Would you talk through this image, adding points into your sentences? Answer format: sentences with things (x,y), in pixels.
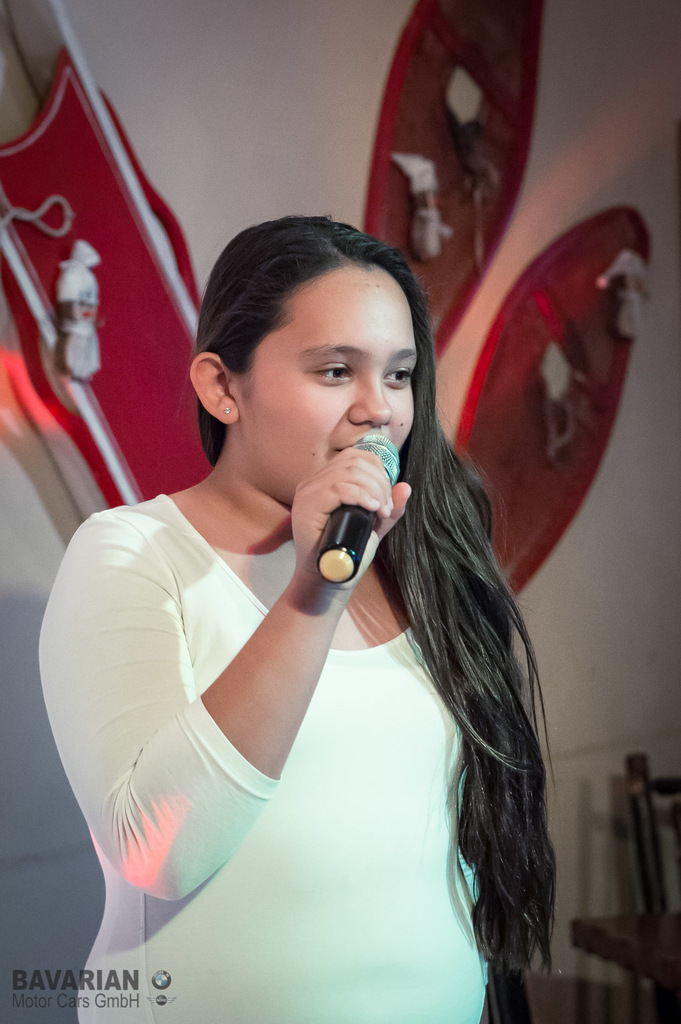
There is a woman (449,885) standing and singing in the center of the picture (405,390). In the background (586,257) there is a design (115,257).
